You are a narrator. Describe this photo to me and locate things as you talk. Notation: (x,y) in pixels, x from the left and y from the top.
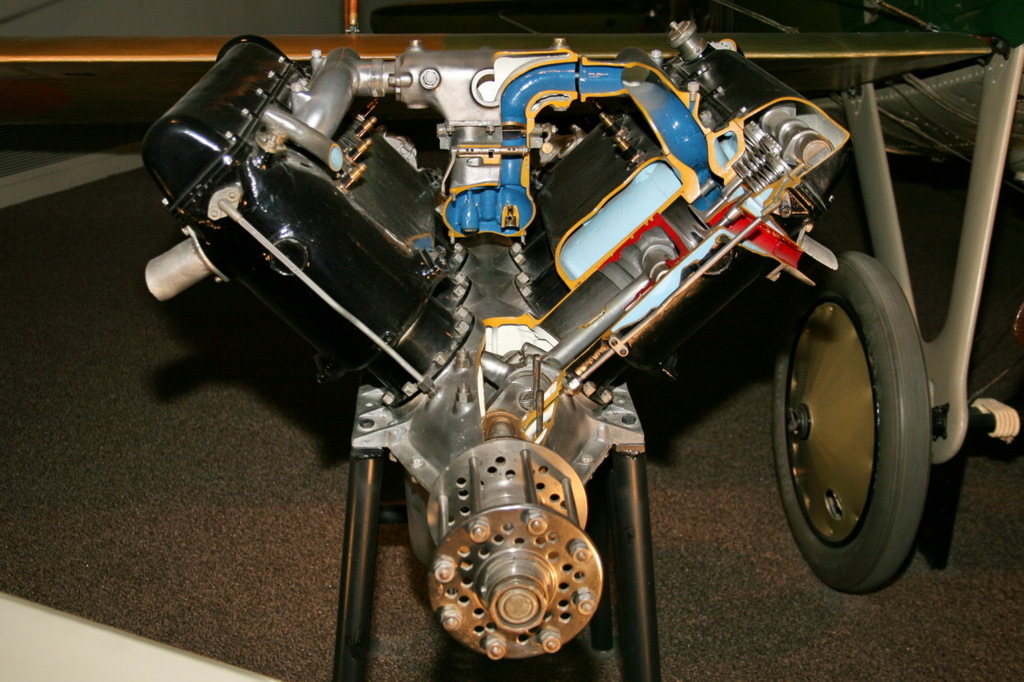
In this image we can see a motor machine (576,312).
